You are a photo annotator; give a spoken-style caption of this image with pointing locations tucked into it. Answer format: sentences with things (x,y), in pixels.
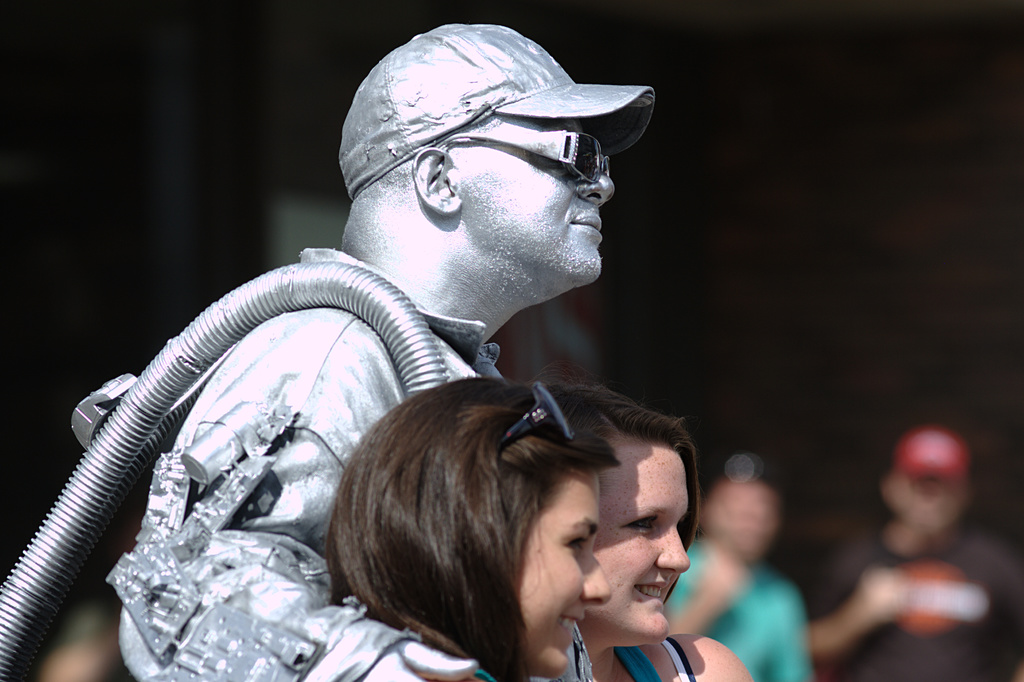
In this picture I can see few people (683,493) standing and I can see painting (370,168) on the man (148,667) and a pipe (195,354).
